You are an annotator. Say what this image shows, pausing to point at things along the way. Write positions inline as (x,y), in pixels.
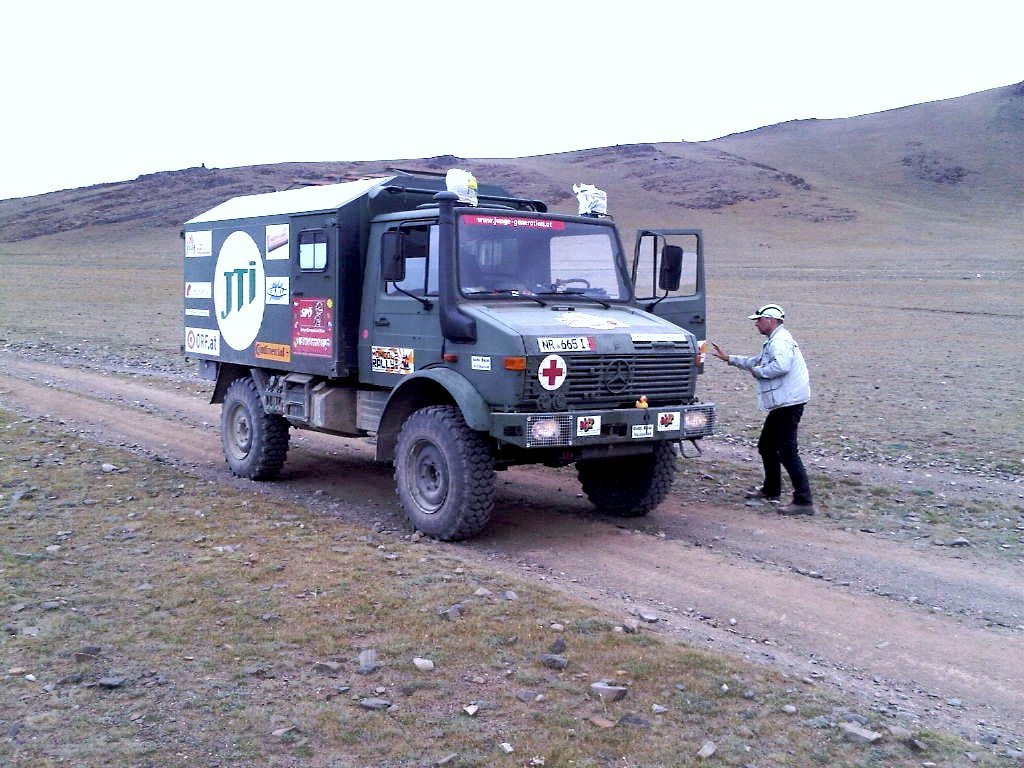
In this image, we can see a person (787,392) and truck (425,371). At the bottom of the image (579,704), we can see the grass (288,700) and some stones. In the background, there is the sky (529,112).
